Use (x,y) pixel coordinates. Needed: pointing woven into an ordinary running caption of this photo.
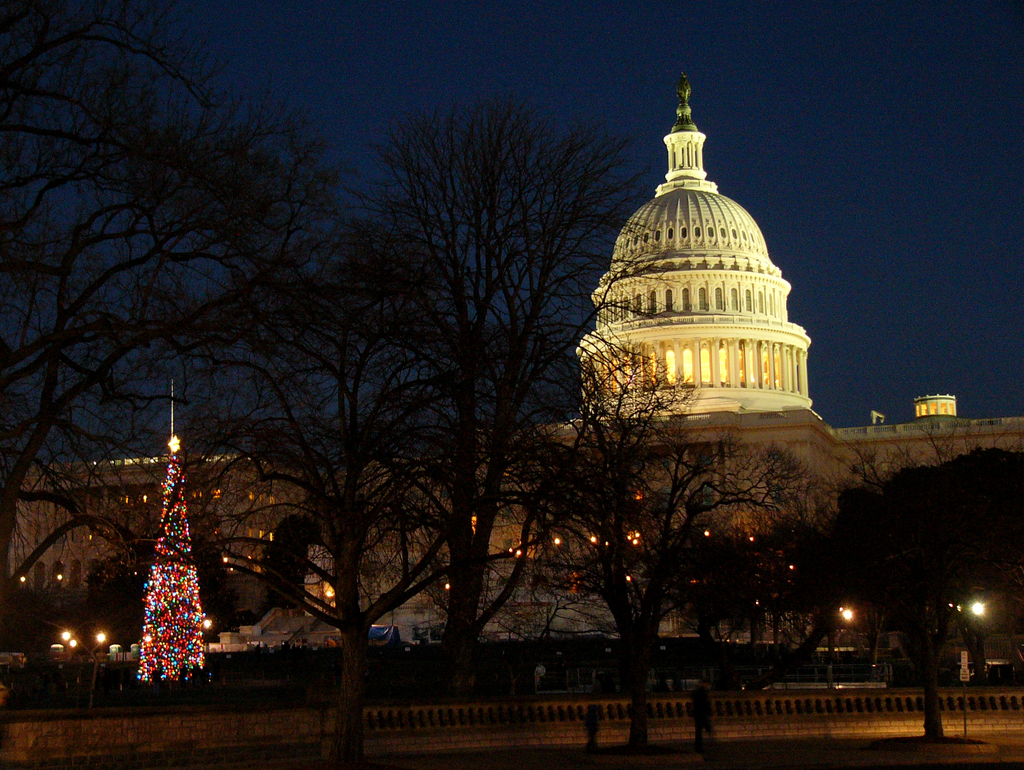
In this picture we can see trees (510,462) and an object (167,581) with some decorative lights (162,515). In front of the trees (305,546), a person (696,709) is walking on the path (672,757). Behind the trees (327,531) there are lights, building (809,431) and the sky (819,178).
